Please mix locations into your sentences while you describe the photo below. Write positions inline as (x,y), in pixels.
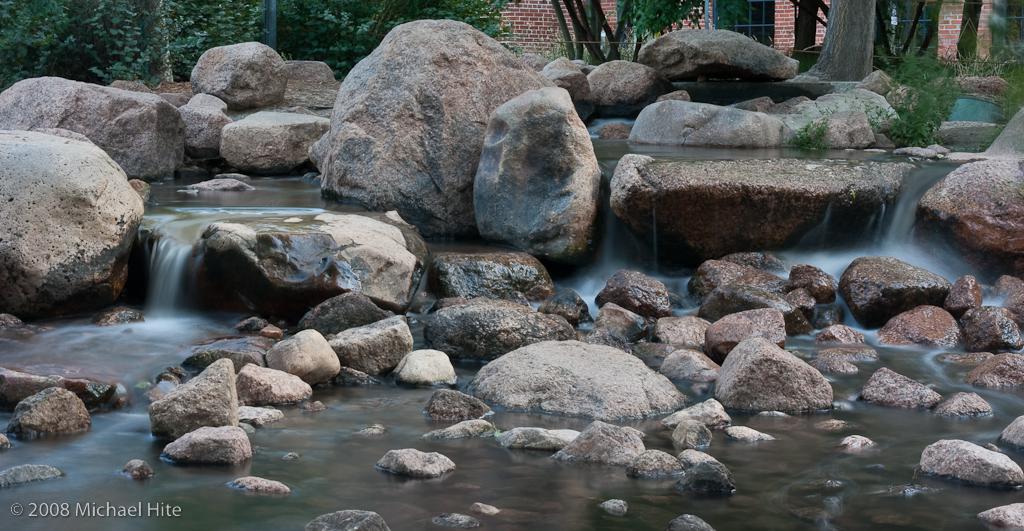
Here in this picture we can see rock stones (141,165) present over a place and we can also see water (929,176) flowing through the place and we can also see plants (151,43) and trees (200,25) present and in the far we can see a building (781,21) present.
